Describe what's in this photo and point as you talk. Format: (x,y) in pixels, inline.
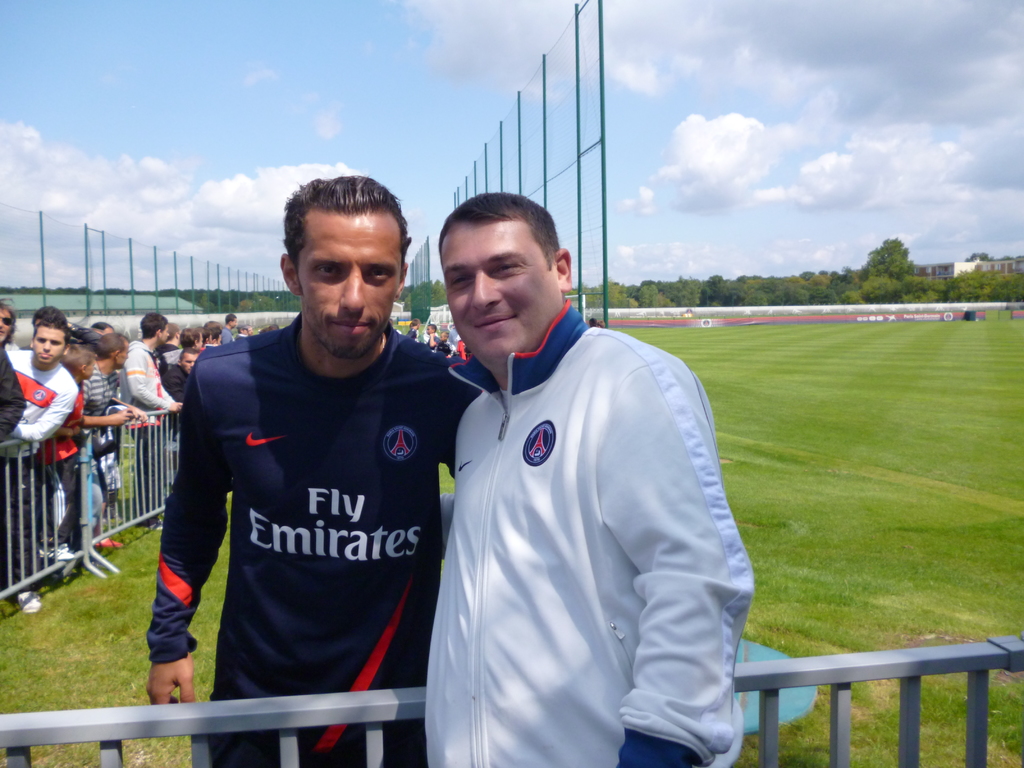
In this image we can see persons (585,579), railing (910,679) and other objects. In the background of the image (96,656) there are persons (149,368), railing (19,499), net (85,249), grass (1001,483), trees (755,299), buildings (961,269) and other objects (1009,308). At the top of the image (512,153) there is the sky (416,92).
